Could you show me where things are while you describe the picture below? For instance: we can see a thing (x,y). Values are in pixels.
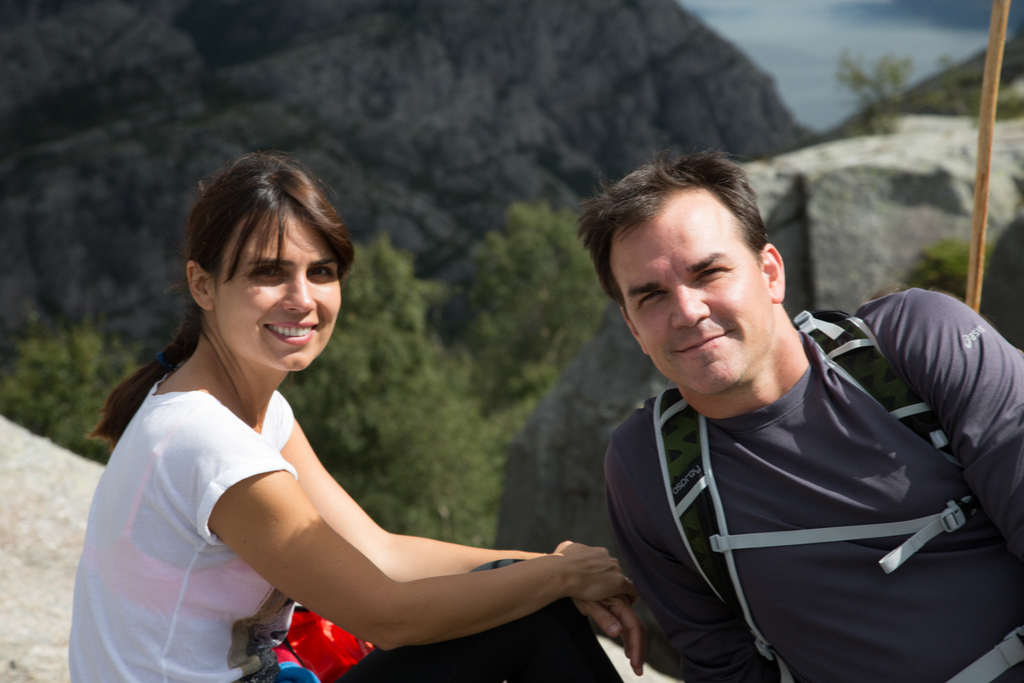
In this image, we can see persons (670,569) wearing clothes (233,573). There are some trees (411,310) and hills (671,115) in the middle of the image (416,352).
